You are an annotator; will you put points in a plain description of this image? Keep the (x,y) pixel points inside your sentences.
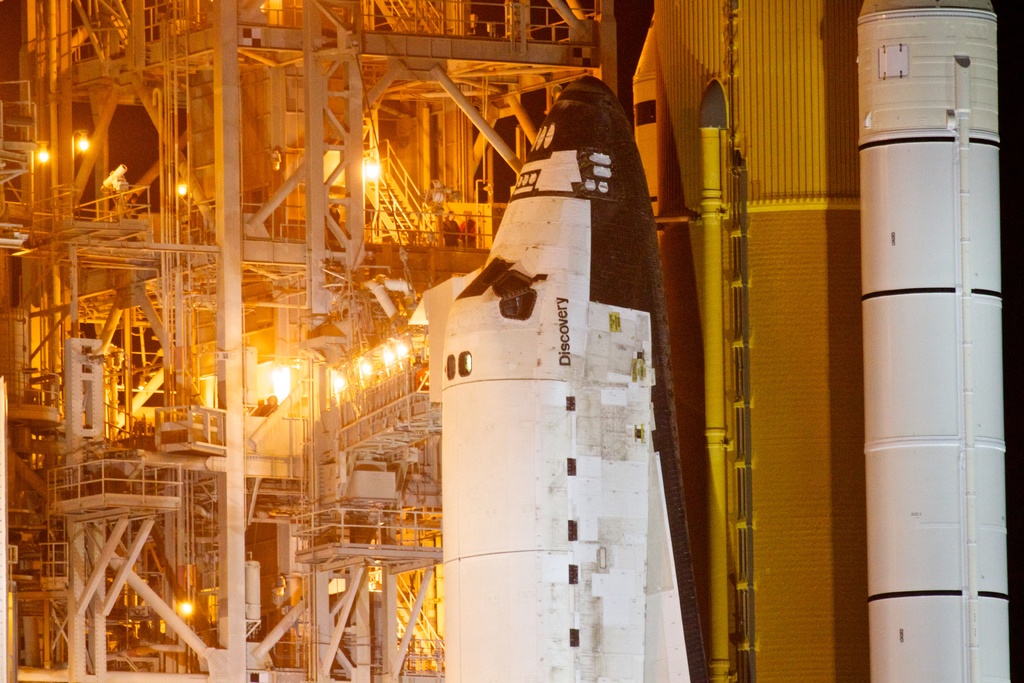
In this image I can see few rockets (578,361). In the background (150,209) I can see few lights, stairs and I can also see few rods (54,244).
